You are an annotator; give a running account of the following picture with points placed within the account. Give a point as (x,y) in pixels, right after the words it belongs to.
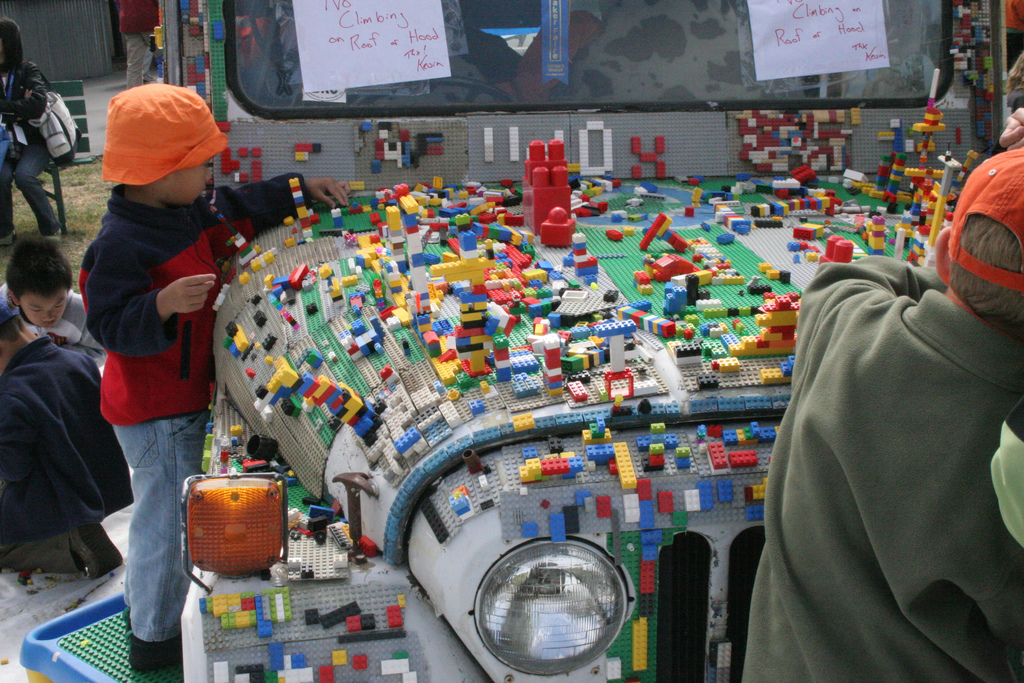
In this image, we can see toys (433,246) and posters (319,56) are placed on the vehicle (202,587) and in the background (32,66), we can see people (96,341) and some are wearing caps (132,91) and there is a board (83,43) and we can see some stools (118,617). At the bottom (113,517), there is ground (77,177).
